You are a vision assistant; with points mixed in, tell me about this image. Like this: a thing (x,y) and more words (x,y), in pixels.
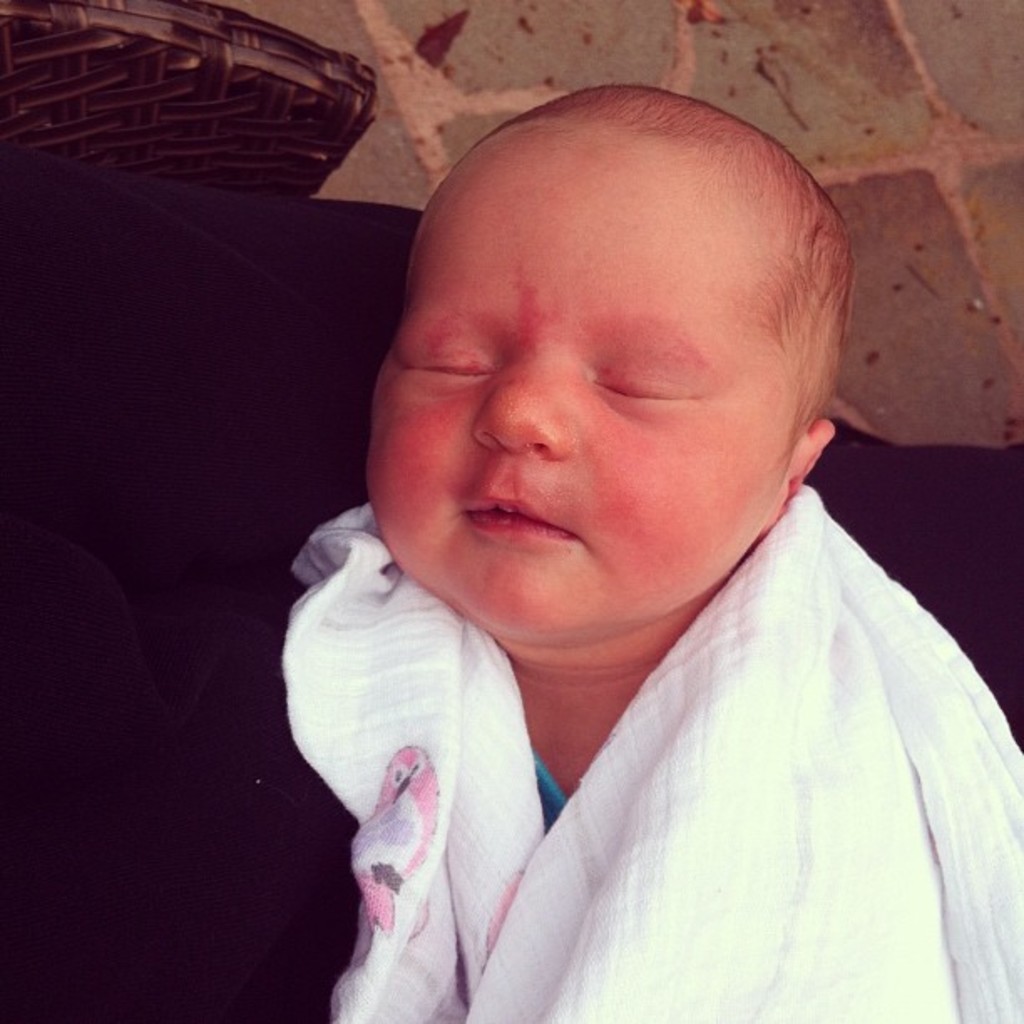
In this image, a baby (634,576) is sleeping. Here we can see few clothes (255,950). Top of the image (556,52), there is a floor (706,72) and some object (203,50) here.
